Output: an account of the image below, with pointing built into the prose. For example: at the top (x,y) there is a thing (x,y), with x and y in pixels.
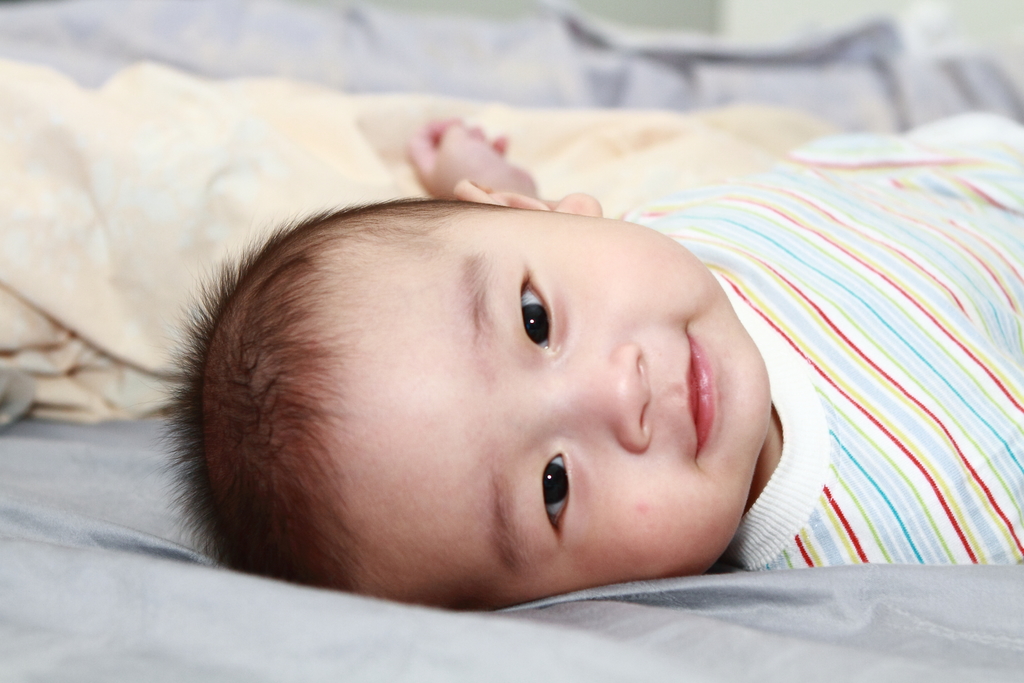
In this image i can see a kid (690,316) laying at the background (241,164) i can see a blanket (214,190).
